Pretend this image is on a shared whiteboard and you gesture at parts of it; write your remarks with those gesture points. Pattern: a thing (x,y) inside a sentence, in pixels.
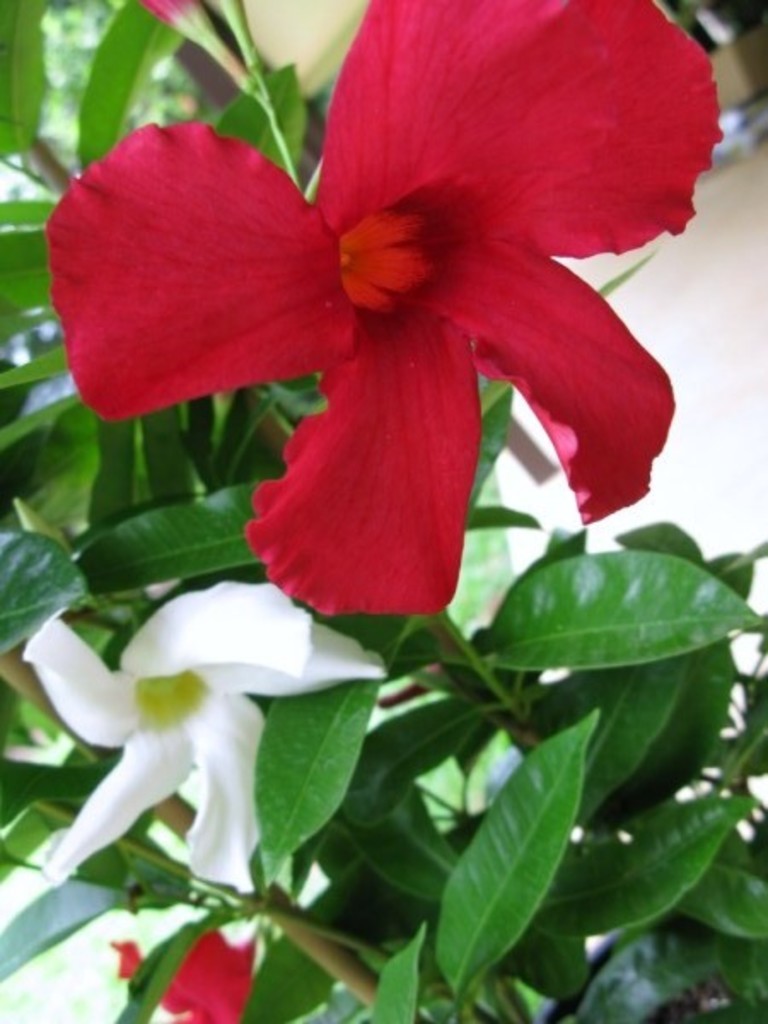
In this picture I can see a red color and a white color flower (418,424). On the left side (23,610) there are green leaves (544,776) of these plants (515,784).
